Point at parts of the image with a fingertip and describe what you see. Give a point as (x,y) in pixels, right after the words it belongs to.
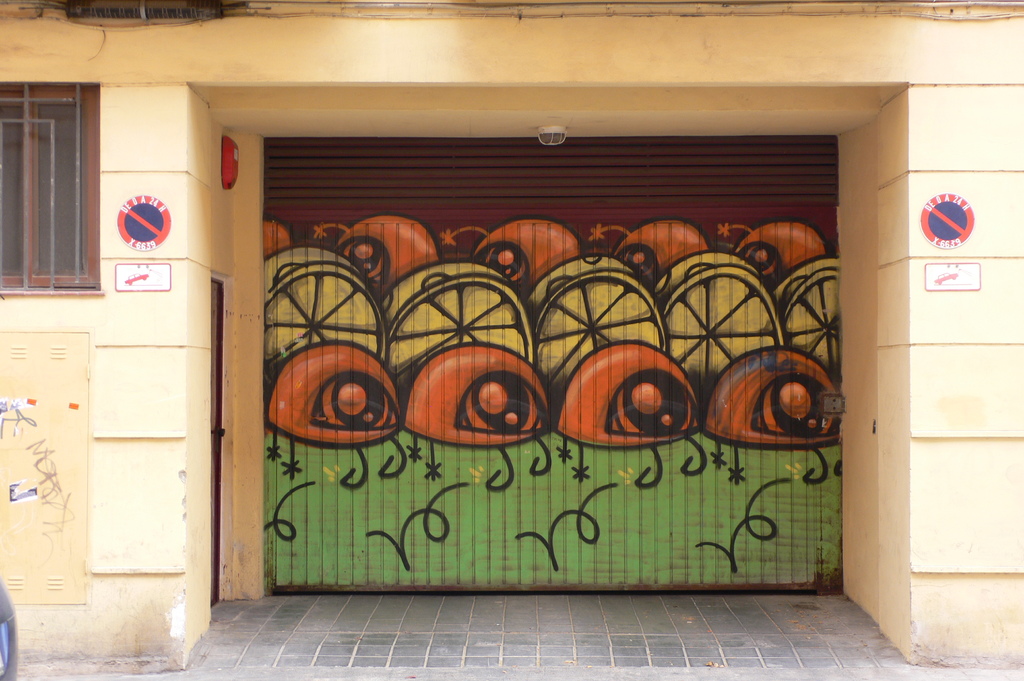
In this image, on the left side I can see the window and in the middle (651,271) I can see the shutter (702,323) and on the left (212,333) we can see the door (219,320).
